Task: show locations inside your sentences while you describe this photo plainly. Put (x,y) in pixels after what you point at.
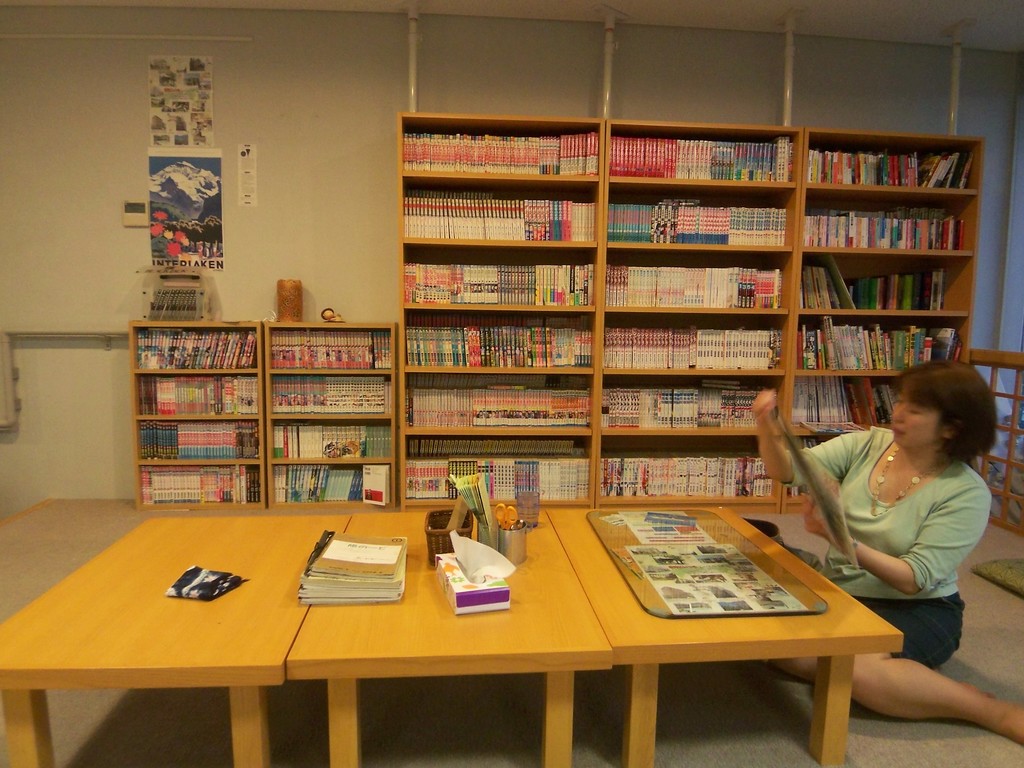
In the middle of the image (432,415) there is a bookshelf (864,261), Bottom right side of the image (869,607) there is a woman (926,395) sitting on the floor (962,747). Bottom left side of the image (156,616) there are some tables (763,616), On the table (248,588) there are some books (378,572). Top left side of the image (194,145) there is a wall (121,173), On the wall (121,173) there are some posters (171,128).
